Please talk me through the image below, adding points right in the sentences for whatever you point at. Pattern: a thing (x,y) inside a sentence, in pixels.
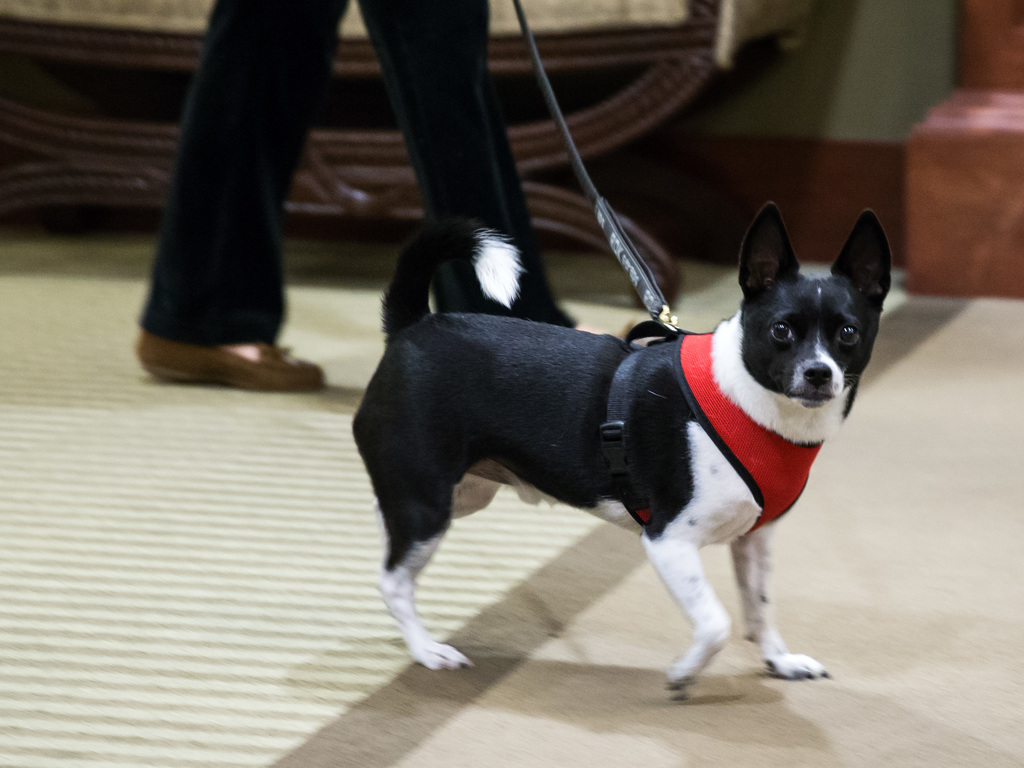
In this image I can see an animal (555,412), a person (247,135) and in the background (556,84) there are some objects (671,71).
